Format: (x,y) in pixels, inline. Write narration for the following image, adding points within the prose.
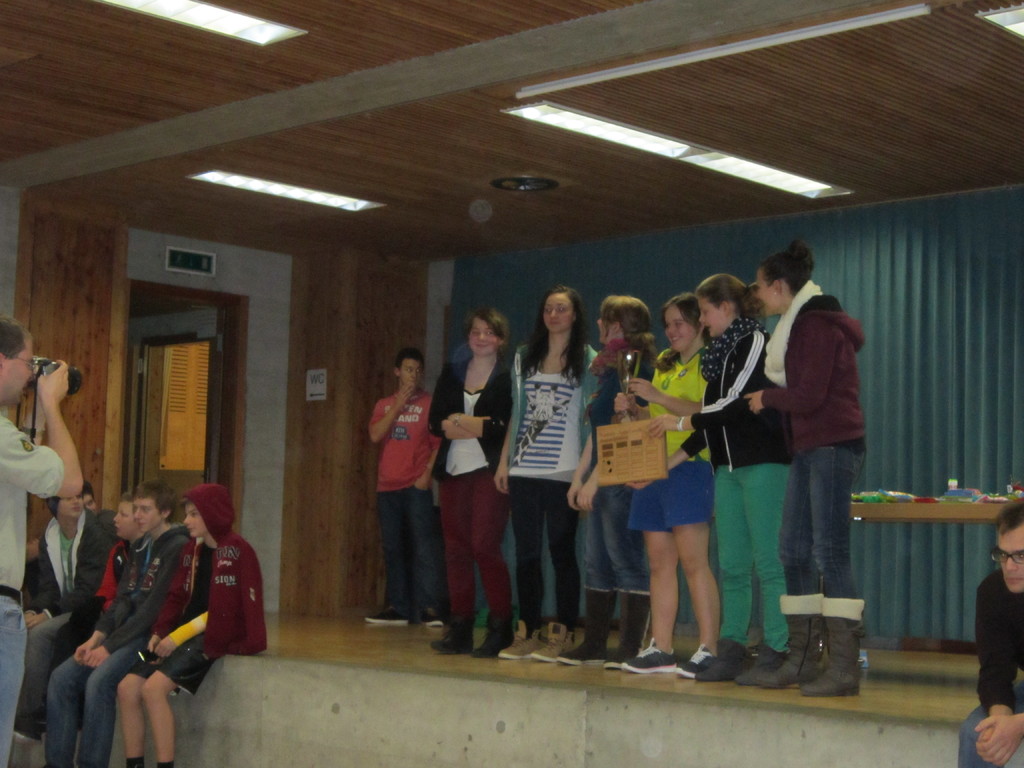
In this image we can see people (827,606), lights (658,152), door (182,454), curtain (955,362), table (954,504) and wall (379,362). This woman (678,432) is holding a trophy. Left side of the image (21,361) a person (8,355) is standing and holding a camera (41,367).
